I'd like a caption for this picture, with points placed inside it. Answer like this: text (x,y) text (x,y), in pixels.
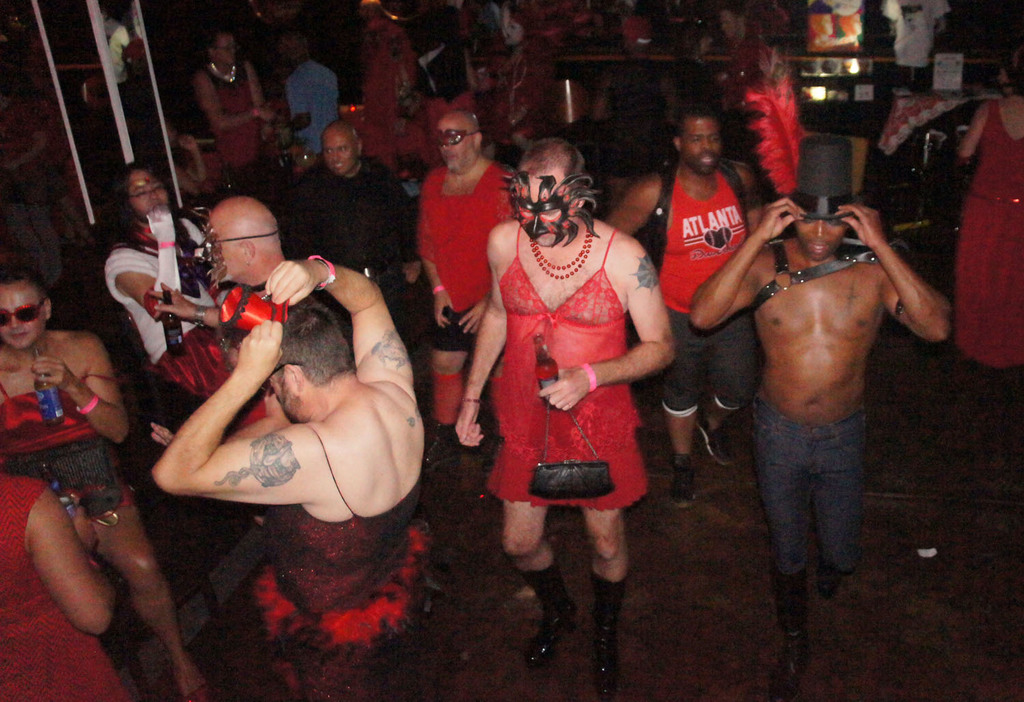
In this picture we can see some people (436,407) are in one place, they are wearing masks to their faces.
